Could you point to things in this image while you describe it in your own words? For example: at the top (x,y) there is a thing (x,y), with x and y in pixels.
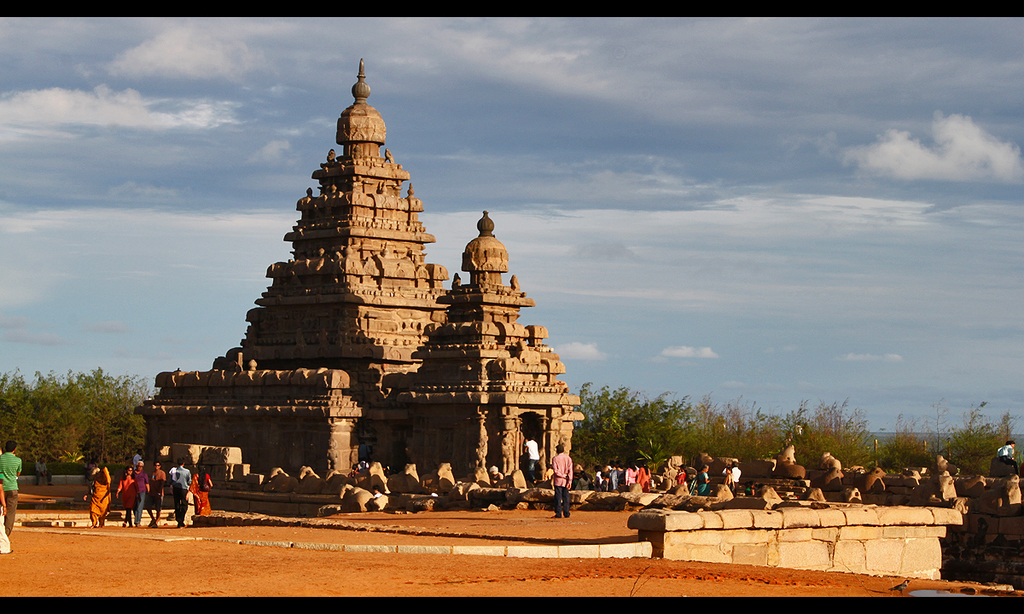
In this image we can see a group of people (109,476) standing on the ground (403,525). In the center of the image (353,223) we can see a building (418,311). In the background (805,494), we can see statues (782,474), a group of trees (723,446) and the sky (713,283).
